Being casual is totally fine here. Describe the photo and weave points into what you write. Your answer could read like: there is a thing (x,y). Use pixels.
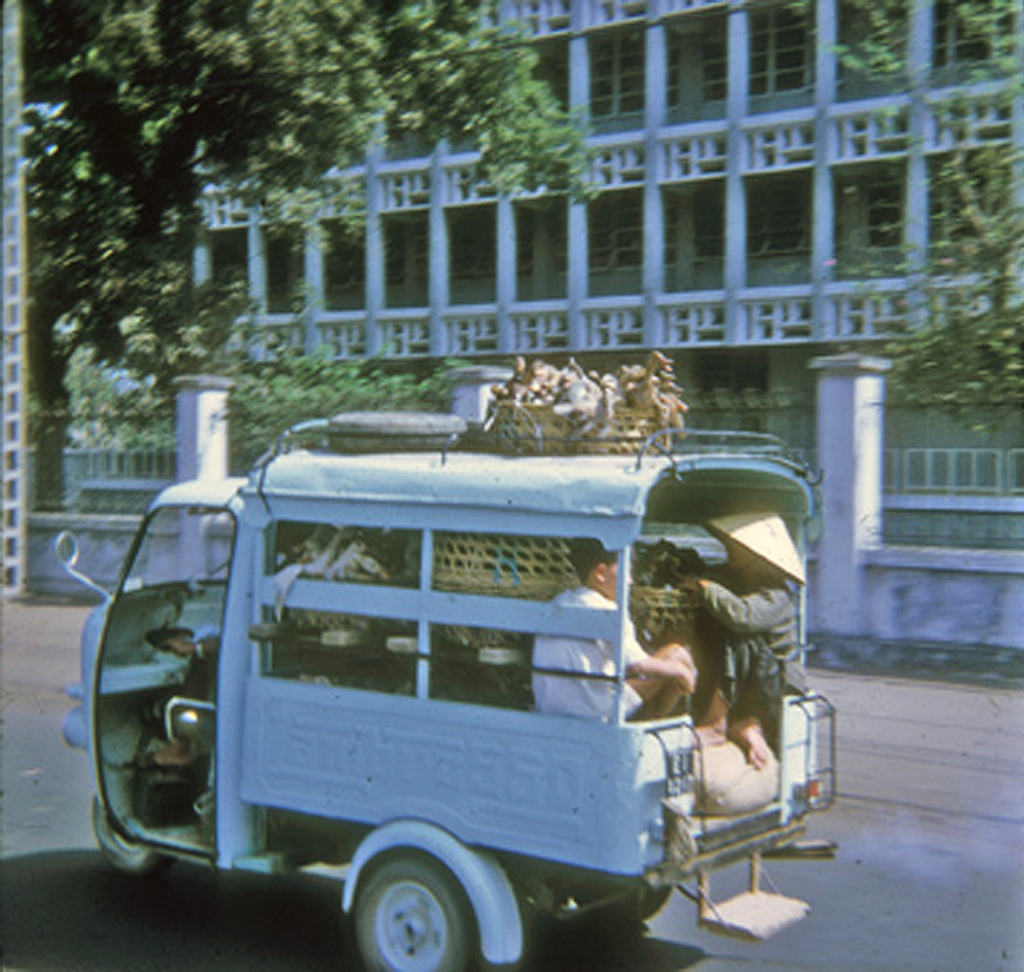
In this picture there are people (745,623) and objects (555,550) in a vehicle (587,775) and we can see the road (120,917). In the background of the image (132,389) we can see building (699,175), trees (142,94) and windows (759,250).
